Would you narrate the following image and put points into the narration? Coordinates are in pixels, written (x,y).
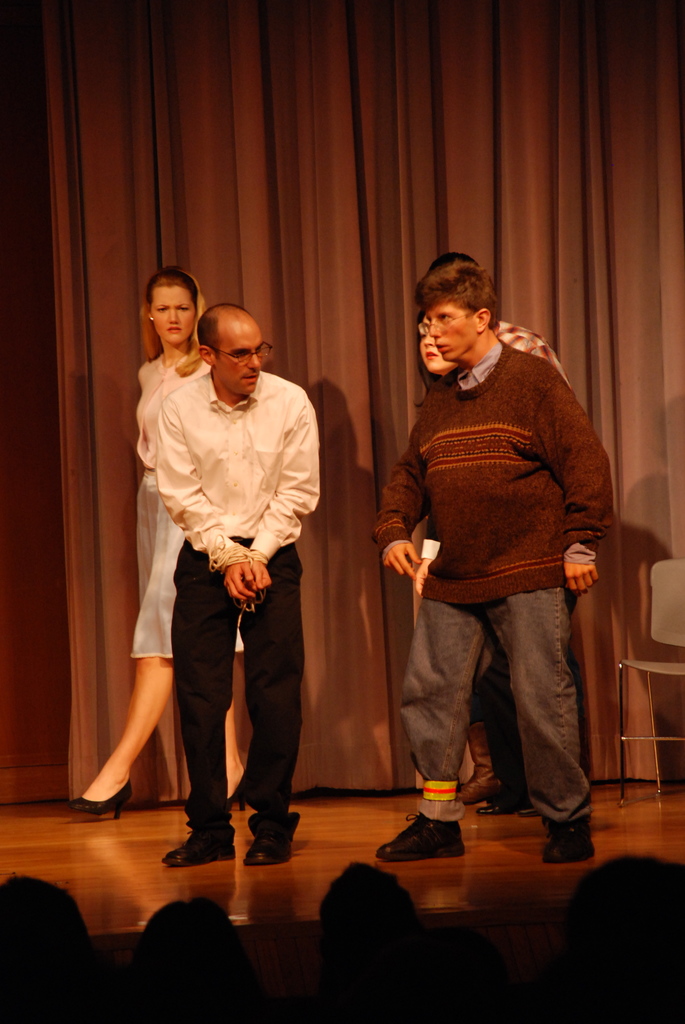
In this picture we can see five persons (483,496) on the stage (276,953), on the right side (667,665) there is a chair (638,662), in the background (339,116) we can see a curtain (380,125), there are some people (458,970) at the bottom (458,970).
